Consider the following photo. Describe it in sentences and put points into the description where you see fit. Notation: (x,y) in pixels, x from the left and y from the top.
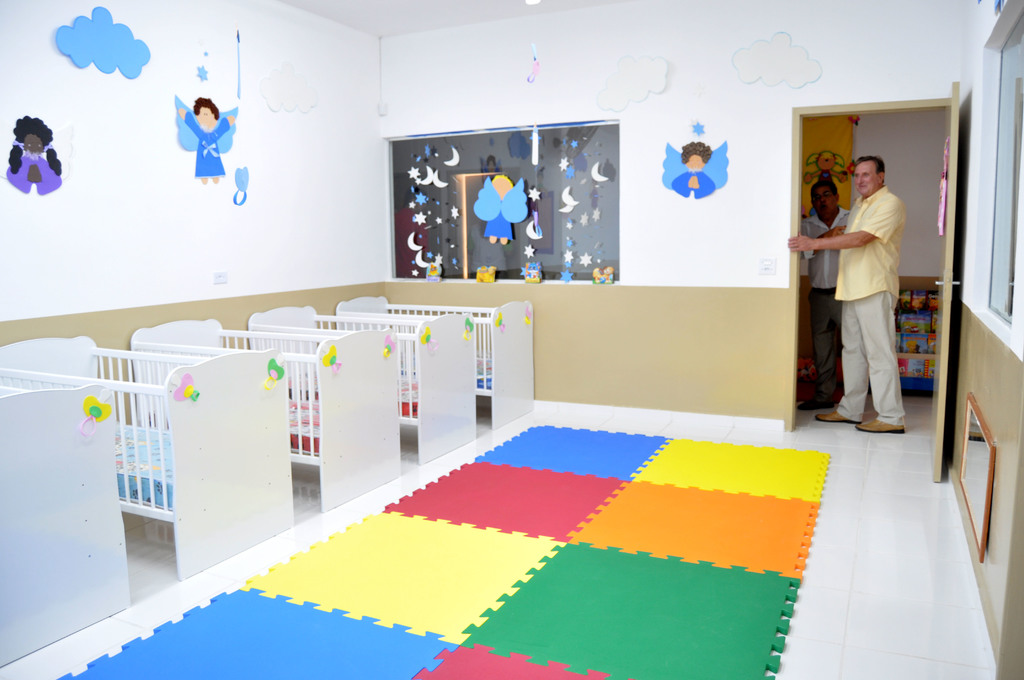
In this picture there is a man (864,321) who is wearing yellow shirt (878,293), trouser (871,310) and shoe (830,419). Beside him we can see another man (823,296) who is wearing white shirt (823,284), trouser (822,352) and shoe (816,407). Both of them are standing near the door (935,418). On the left (180,335) we can see the small kid's bed (423,447) which is kept near the window (409,266) and wall (210,280). In the top left (98,46) we can see many posters (52,163) on the wall (653,154). At the bottom (680,534) we can see the carpet (594,577). On the right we can see the mirrors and window (1012,206).
